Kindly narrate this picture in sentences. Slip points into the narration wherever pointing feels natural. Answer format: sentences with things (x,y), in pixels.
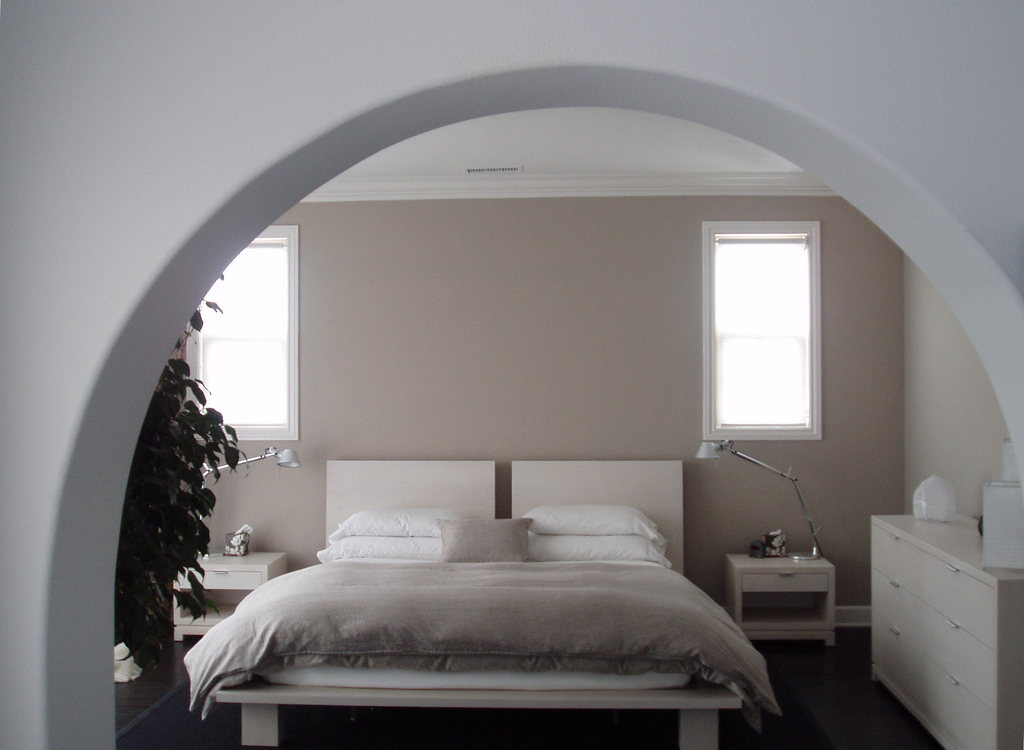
In this image i can see a bed (455,571) with a couple of pillows (561,518) on it. I can see there is a plant (159,428), a wall (543,342) and a table (919,547) on the floor (869,653).
